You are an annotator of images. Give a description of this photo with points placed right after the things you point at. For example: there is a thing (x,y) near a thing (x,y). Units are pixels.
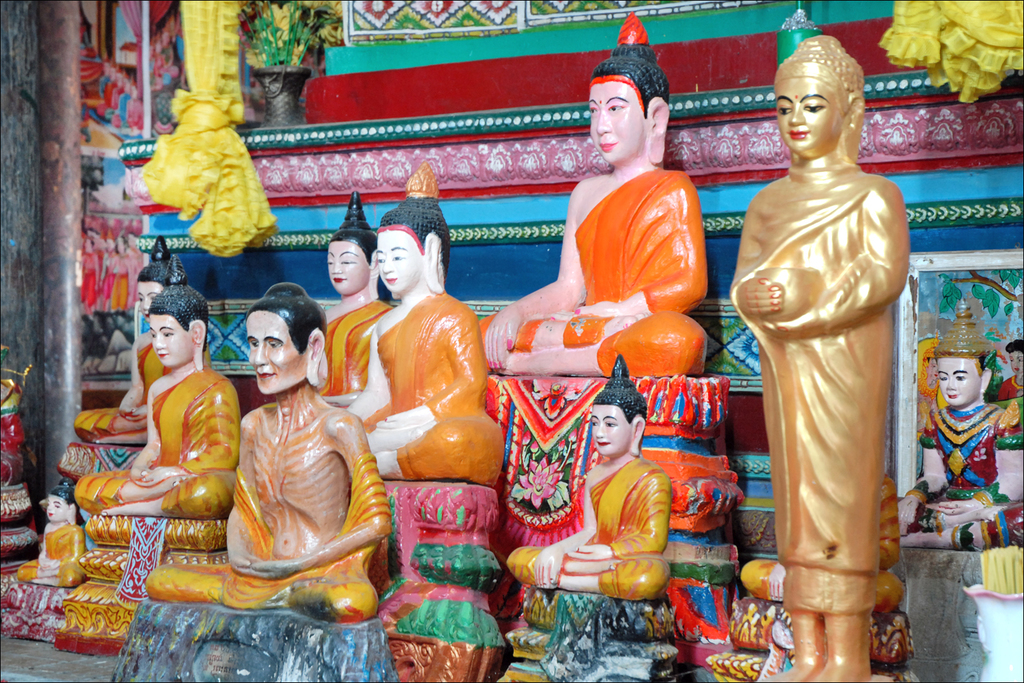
In the foreground of the picture (422,603) we can see the sculptures of buddha (421,391). At the top (192,82) we can see yellow color clothes (985,36). In the background (473,120) we can see flowers (289,32), wall (252,88), pole (76,87) and other objects (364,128). On the walls (177,79) we can see paintings (177,79).
